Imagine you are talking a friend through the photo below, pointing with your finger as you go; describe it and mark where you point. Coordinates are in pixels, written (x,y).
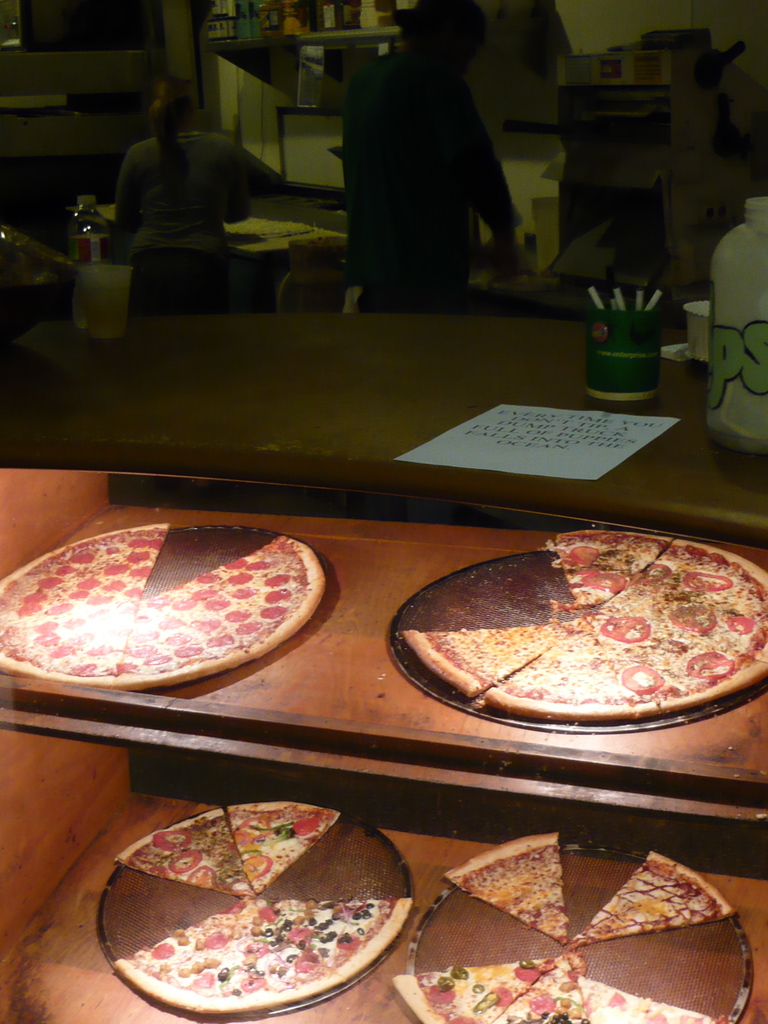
In this image there is pizza (593,665) on the plate (475,606), there is a plate (434,609) on the table (424,729), there are objects (552,456) on the table (591,484), there is an object (736,322) truncated towards the right of the image (753,301), there is a glass (110,315) on the table (229,365), there is a water bottle (96,244) on the table (351,396), there are two persons (246,189) standing, there are objects (594,187) in front of the persons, there is an object (26,141) truncated towards the left of the image (46,148), there are objects (216,33) truncated at the top of the image (302,28).
